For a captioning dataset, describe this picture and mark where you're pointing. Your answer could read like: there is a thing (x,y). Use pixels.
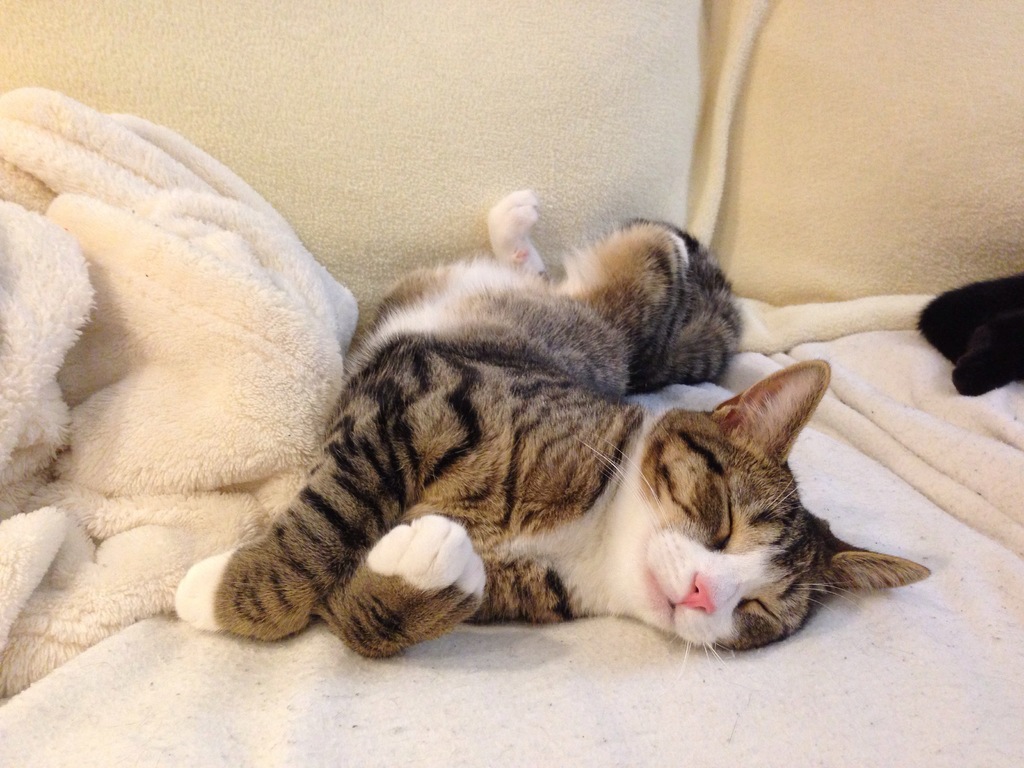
In the center of the image (546,361) we can see cat (490,397) sleeping on the sofa (420,662).
